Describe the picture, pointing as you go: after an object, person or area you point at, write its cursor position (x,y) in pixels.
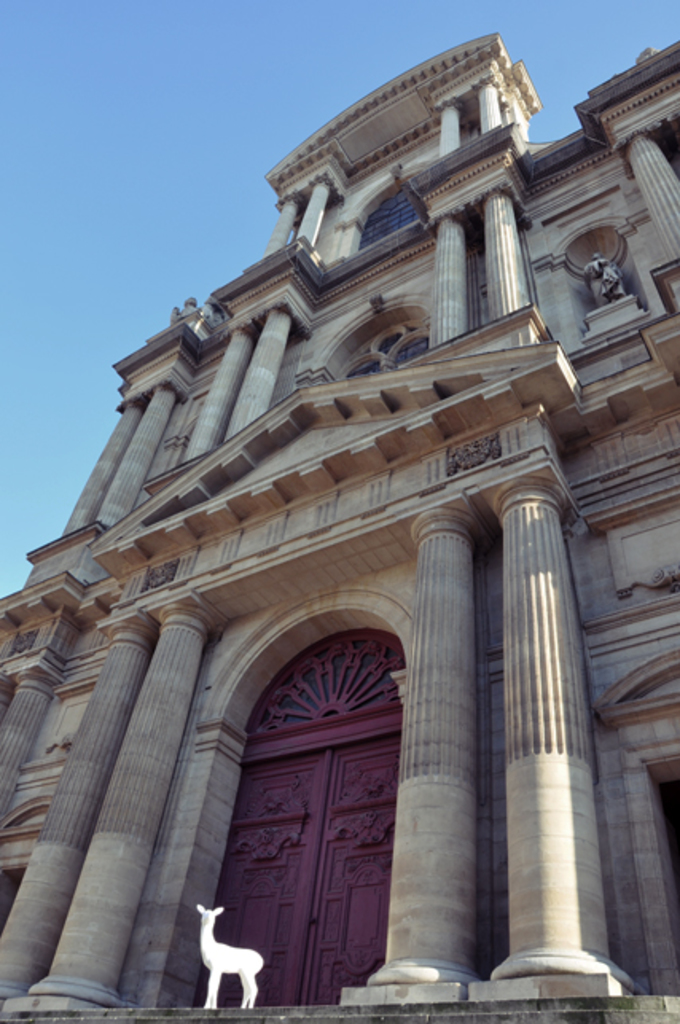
In this image we can see a building (385,286), there are windows (287,703), there is a door (329,708), there are pillars (573,963), there is an animal (208,967) on the ground (240,1012), there is sky (268,167) at the top (268,167).
